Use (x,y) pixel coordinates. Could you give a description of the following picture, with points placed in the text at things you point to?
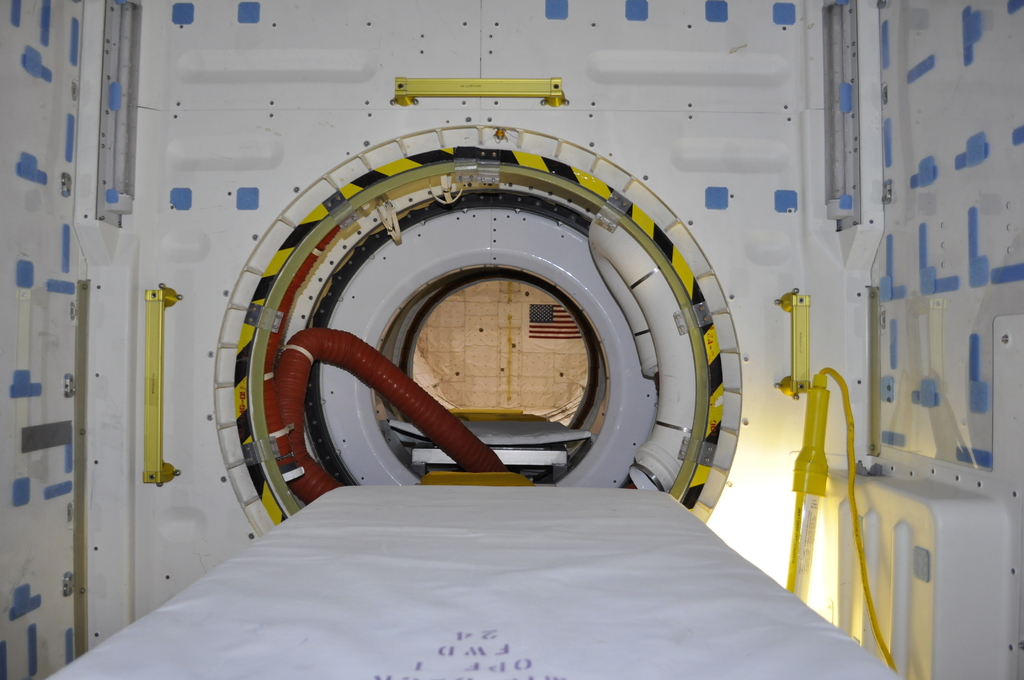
In the foreground (611,557) it looks like a bed (590,544) and there are pipes (635,278). At the back (558,323) there is a flag (540,324) and it looks like a wall (468,330) and there are rods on the wall (843,412).
